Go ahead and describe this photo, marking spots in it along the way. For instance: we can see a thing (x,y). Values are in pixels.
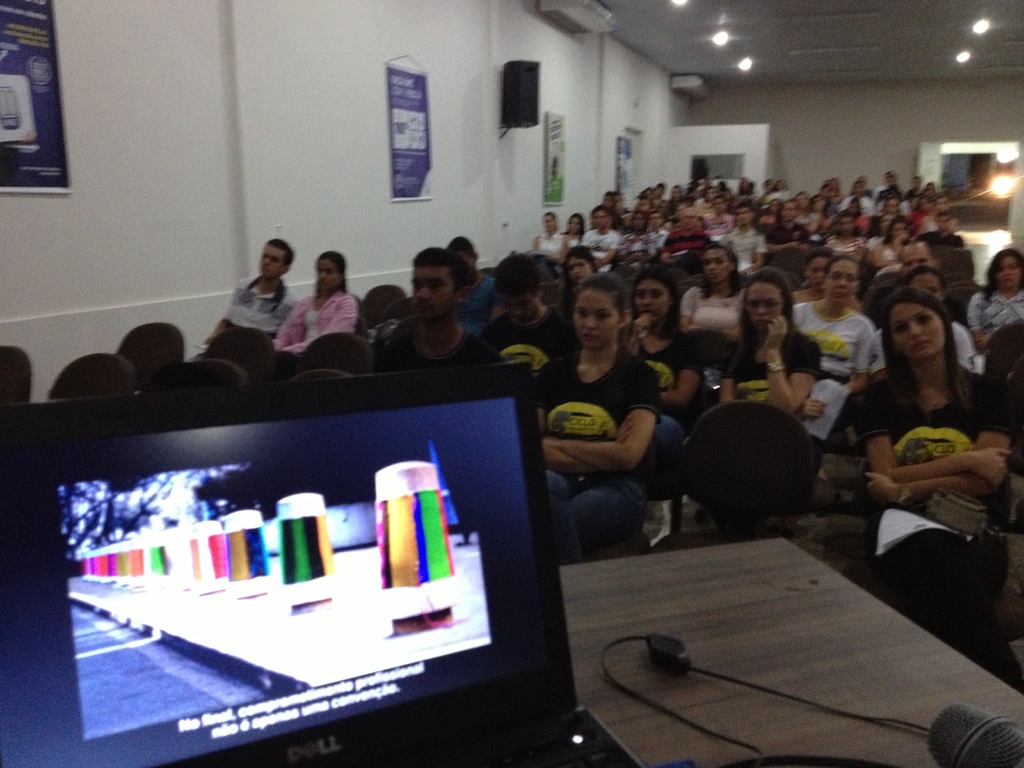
Here we can see group of people (339,308) sitting on chairs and in front of them we can see a table (662,566) and a laptop (547,527) present on it and there are posters (35,77) on the wall (591,124) and there is a speaker (533,63) on the wall (500,79) and there are lights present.
